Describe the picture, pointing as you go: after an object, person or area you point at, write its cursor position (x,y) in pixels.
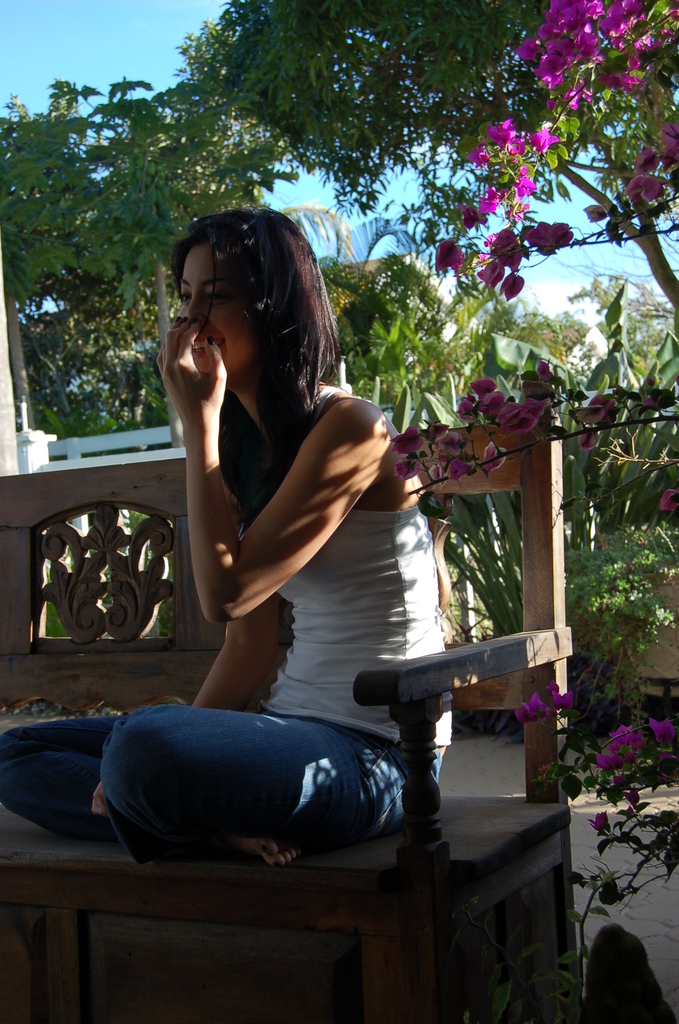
In the picture there is a woman (248,607) sitting on the bench (150,492), she is smiling and she kept her hand (168,340) on her mouth (223,345) and around the women (231,330) there are beautiful trees (38,138).
